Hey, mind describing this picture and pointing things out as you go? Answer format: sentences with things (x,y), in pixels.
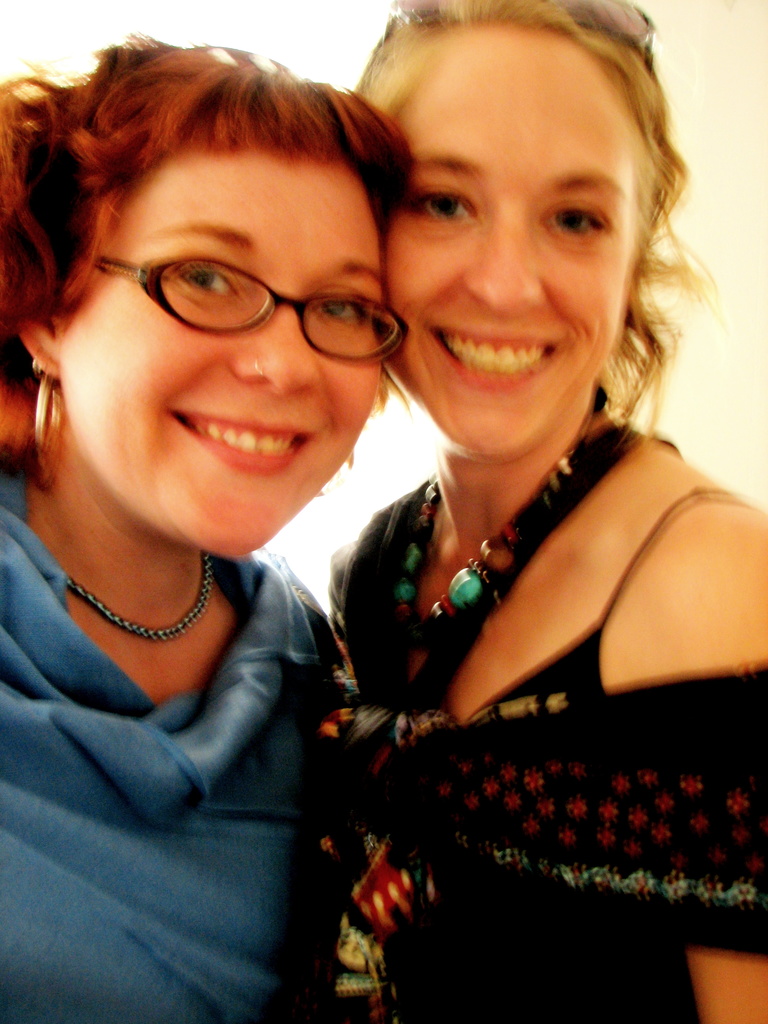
As we can see in the image there are two women (380,535) standing in the front (267,523). The woman (648,523) on the right side (666,681) is wearing black color dress (532,760) and the woman (287,458) on the left side (197,445) is wearing sky blue color dress (141,794). Behind them there is a wall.
